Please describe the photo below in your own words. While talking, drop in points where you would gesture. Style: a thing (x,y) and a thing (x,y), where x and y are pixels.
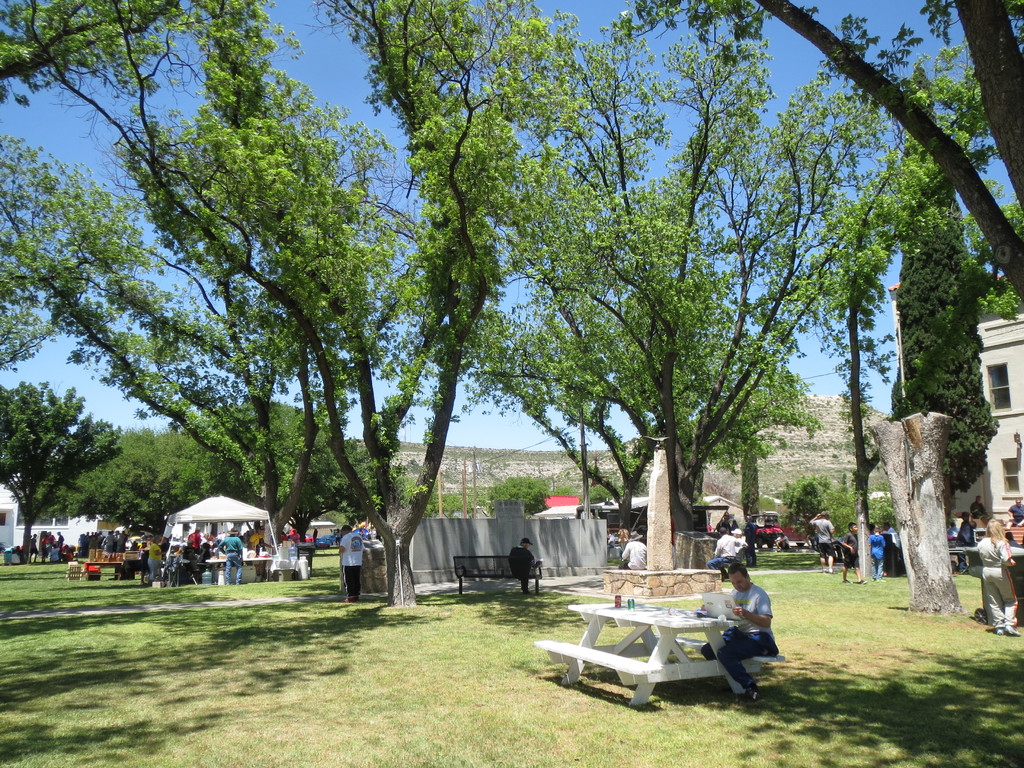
It is an open space (64,647) there are lot of people (529,569) sitting on the tables (668,635) some of them are standing, it looks like a park (408,575) and there are many trees (276,379) in the background (523,457) there is a hill (540,459) and sky (501,431).
